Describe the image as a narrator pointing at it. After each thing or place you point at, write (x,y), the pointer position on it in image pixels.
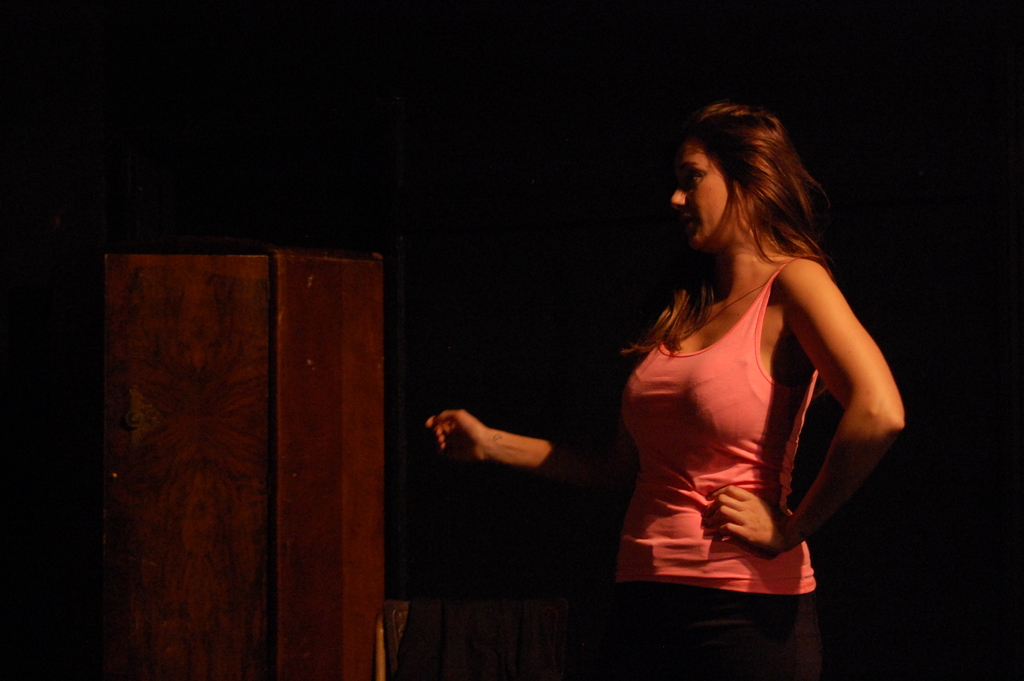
This image consists of a woman (747,512) wearing a pink top (769,580). On the left (238,509), we can see a wooden cabinet (235,458). The background (880,105) is too dark.
